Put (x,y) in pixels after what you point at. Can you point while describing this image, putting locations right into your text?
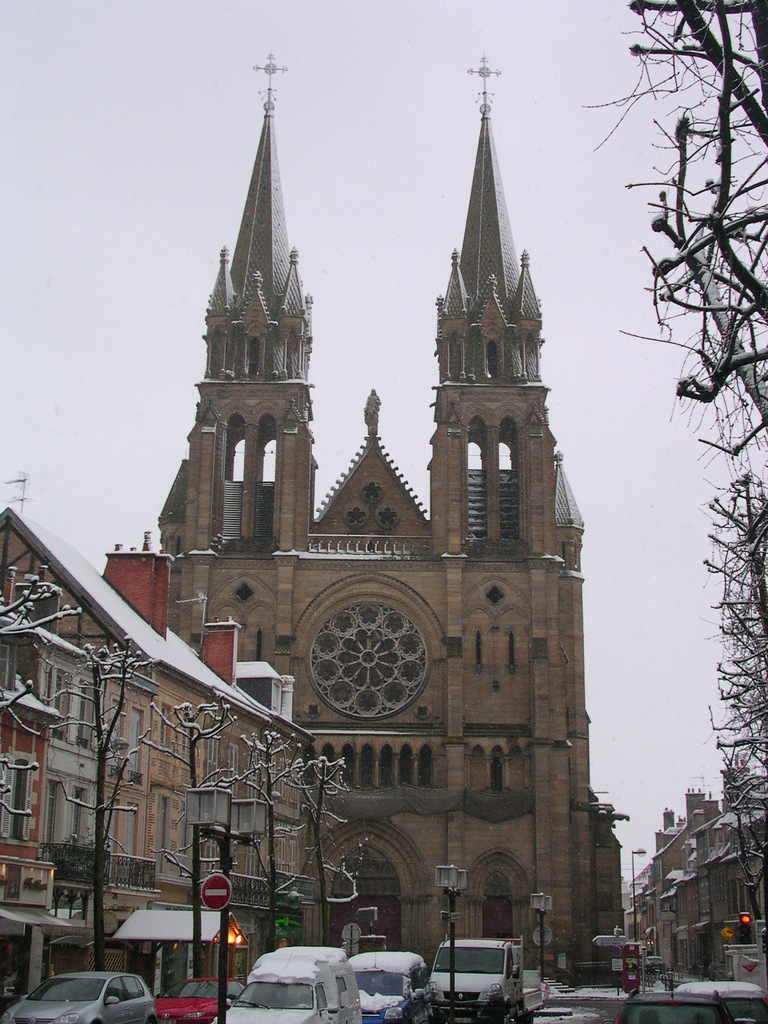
In this image we can see the roof houses (724,874) and also the church (412,670). We can also see the trees (755,549), light poles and also the vehicles (401,993) passing on the road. We can also see the snow (759,993). In the background (428,383) we can see the sky (614,357).
